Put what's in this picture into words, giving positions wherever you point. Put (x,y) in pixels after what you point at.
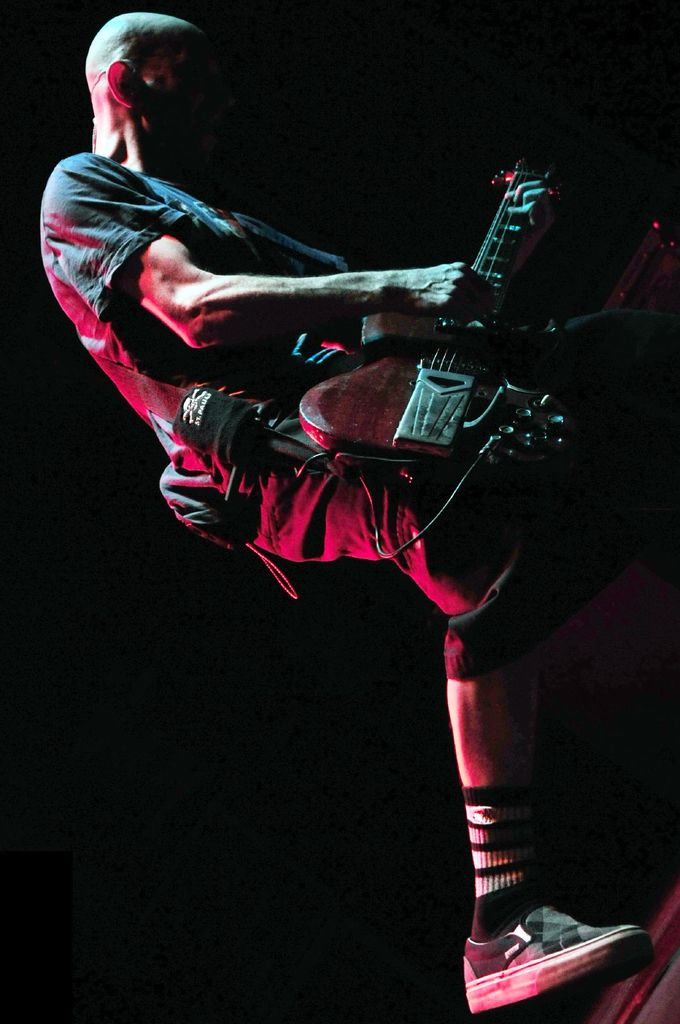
This picture shows a man (444,538) standing and playing guitar (339,422) and the background of the picture (599,57) is dark.
